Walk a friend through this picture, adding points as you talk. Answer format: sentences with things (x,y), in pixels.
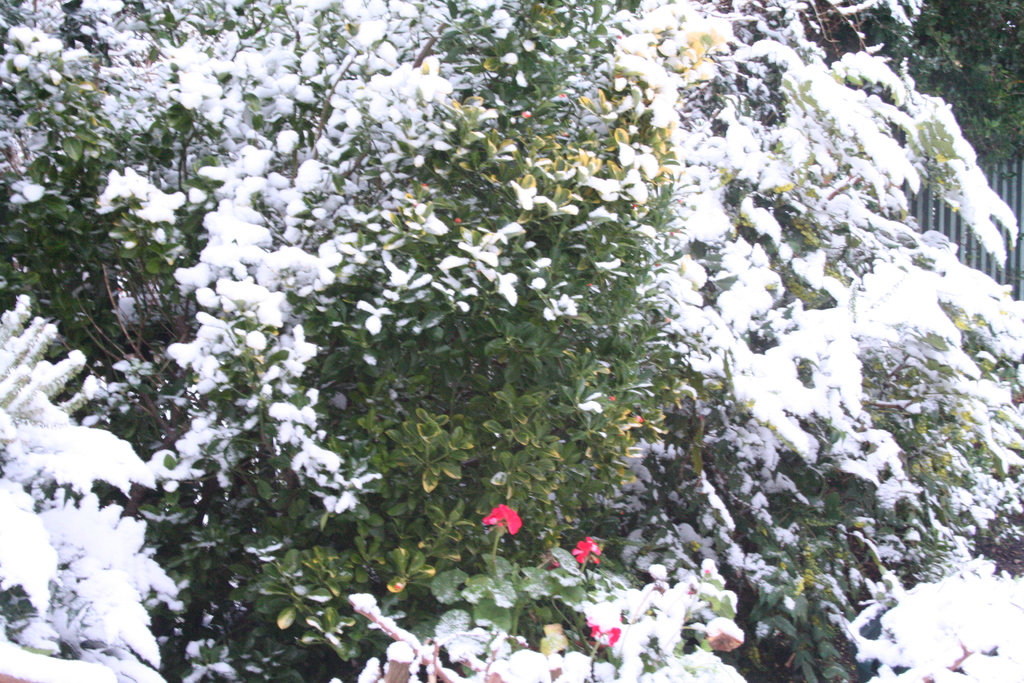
In this image, we can see plants (652,405) are covered with snow (505,669). At the bottom (585,553), we can see few flowers (493,516). On the right side (1016,177) background (940,218), we can see an object (964,258) and tree (960,89).
